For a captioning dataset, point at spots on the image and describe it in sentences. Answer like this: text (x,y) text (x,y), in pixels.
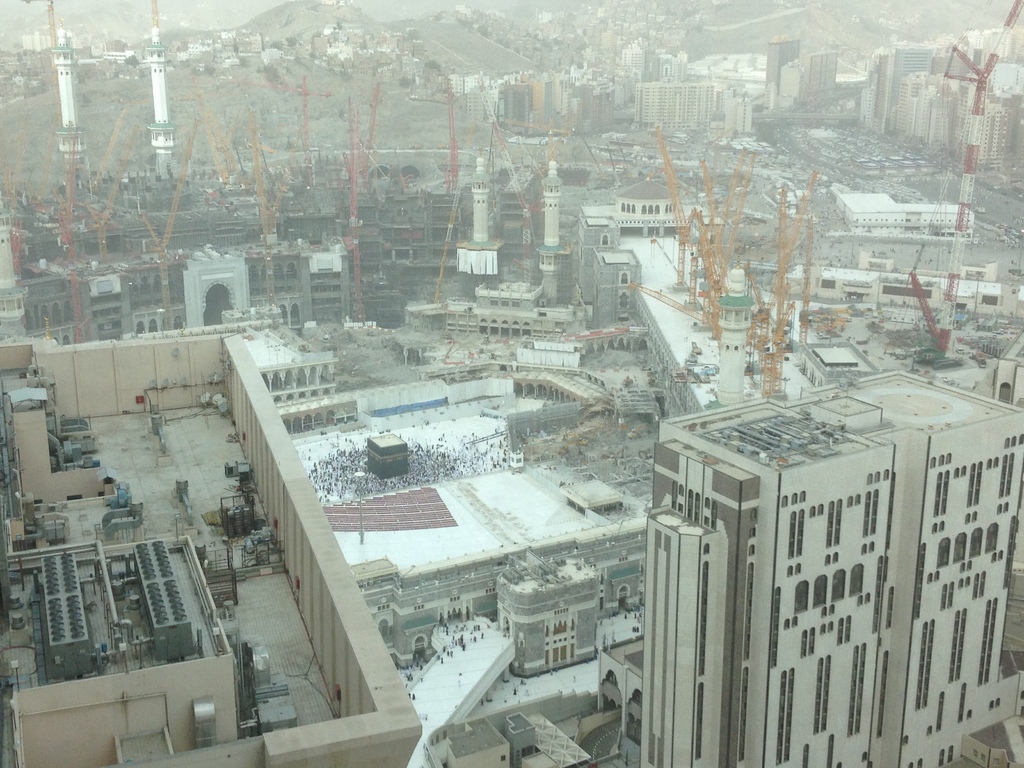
In this image there are few buildings (369,256). Many persons (432,455) are standing around a black cube (396,440). Top of the image (468,47) there are few hills (386,138). There are few cranes (352,153) in between the buildings (58,262).
